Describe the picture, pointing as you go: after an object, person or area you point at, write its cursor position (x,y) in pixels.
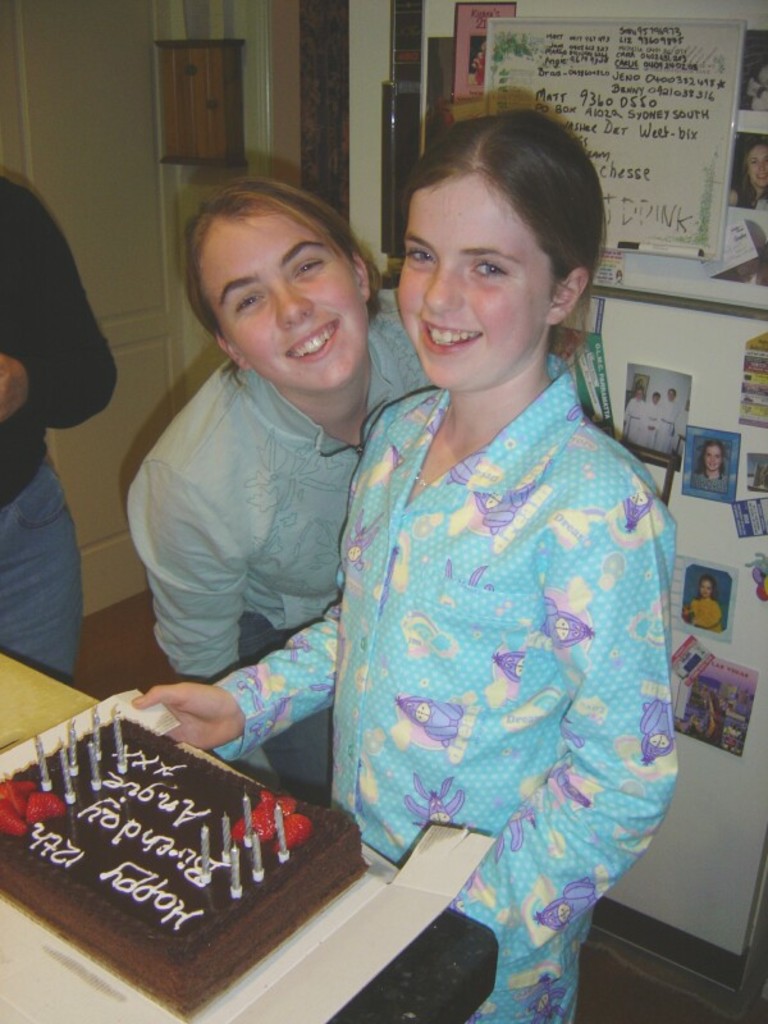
This is the picture of a room (337,150). In this image there are two persons (308,494) standing and smiling and there is a person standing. There is a cake (52,802) on the table (27,721) and there is a text (162,793) and there are candles (70,771) on the cake (121,874). At the back (759,54) there are photos (744,735) and frames (692,469) on the fridge (682,552) and there is a door (33,118).
